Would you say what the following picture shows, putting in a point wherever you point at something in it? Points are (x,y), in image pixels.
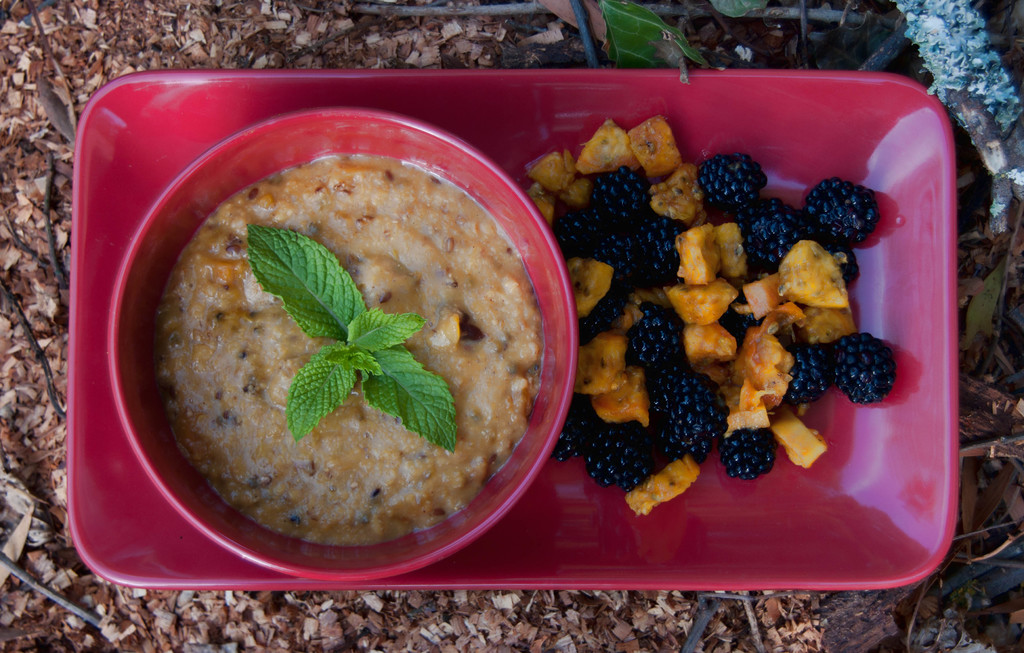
Here I can see a red color tray (770,564) which is placed on the ground (447,625). On the tray (730,532) I can see a bowl (538,236) which is having some food item (513,396) in it and blackberries (614,283) along with some snacks (709,294). On this food item (401,247) I can see few leaves (356,340) are garnished. On the ground (637,33), I can see some leaves (622,40), sticks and wood chips (534,650).
